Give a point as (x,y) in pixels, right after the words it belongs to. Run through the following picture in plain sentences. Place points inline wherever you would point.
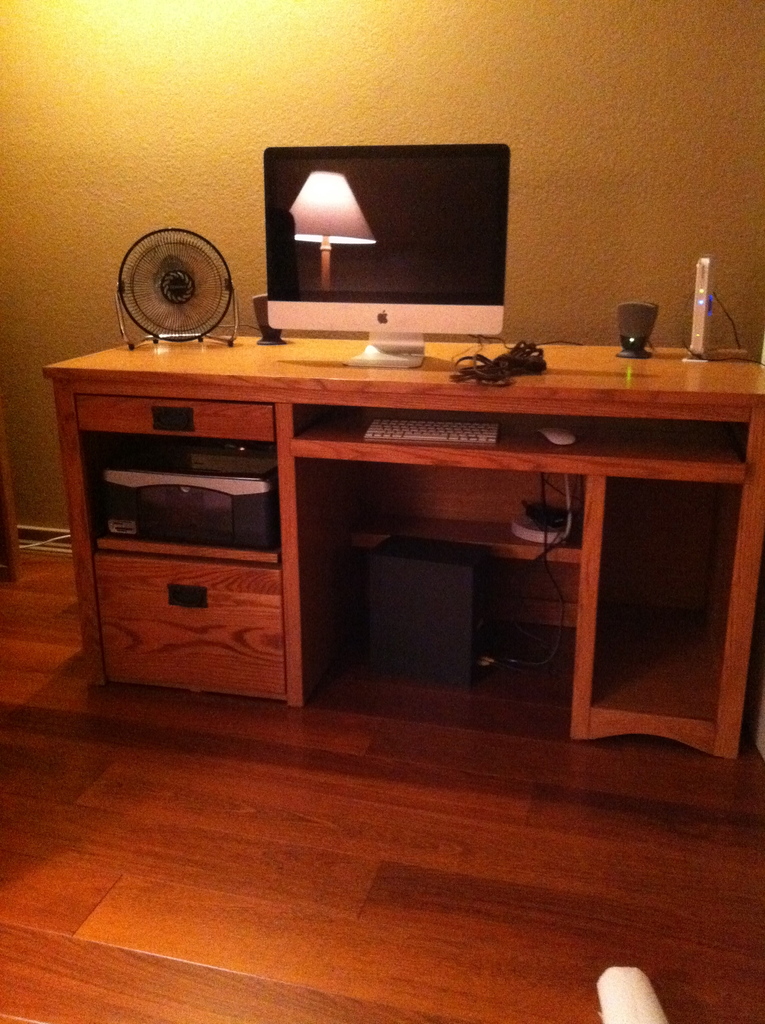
This image is clicked in a room (375,853). At the bottom (380,893), there is a floor (399,882) made up of wood (579,834). In the front (599,355), we can see a wooden table (411,444). On which, there is a computer (486,285) along with speakers (649,337) and a small fan (185,331). At the bottom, there are drawers (201,641). In the background (55,264), there is a wall (128,222).
